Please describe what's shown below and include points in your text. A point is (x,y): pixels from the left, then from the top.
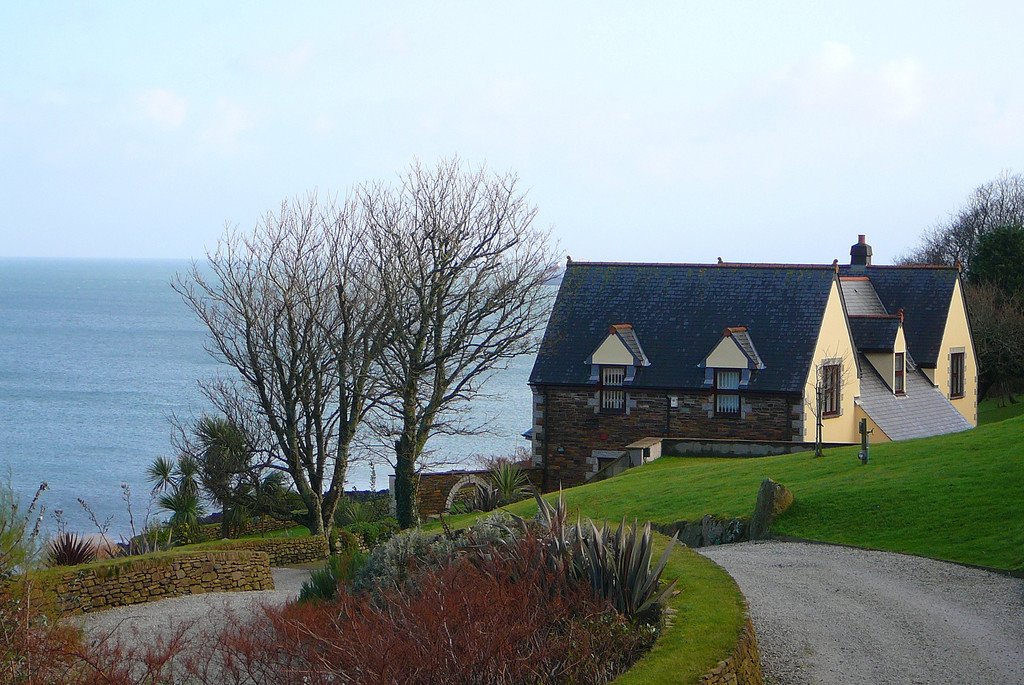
In this image we can see grass (782,475), plants (528,598), path (308,574), walls (106,588), trees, poles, and a house (749,333). In the background (465,449) we can see water (483,426) and sky (350,121) with clouds (850,47).
